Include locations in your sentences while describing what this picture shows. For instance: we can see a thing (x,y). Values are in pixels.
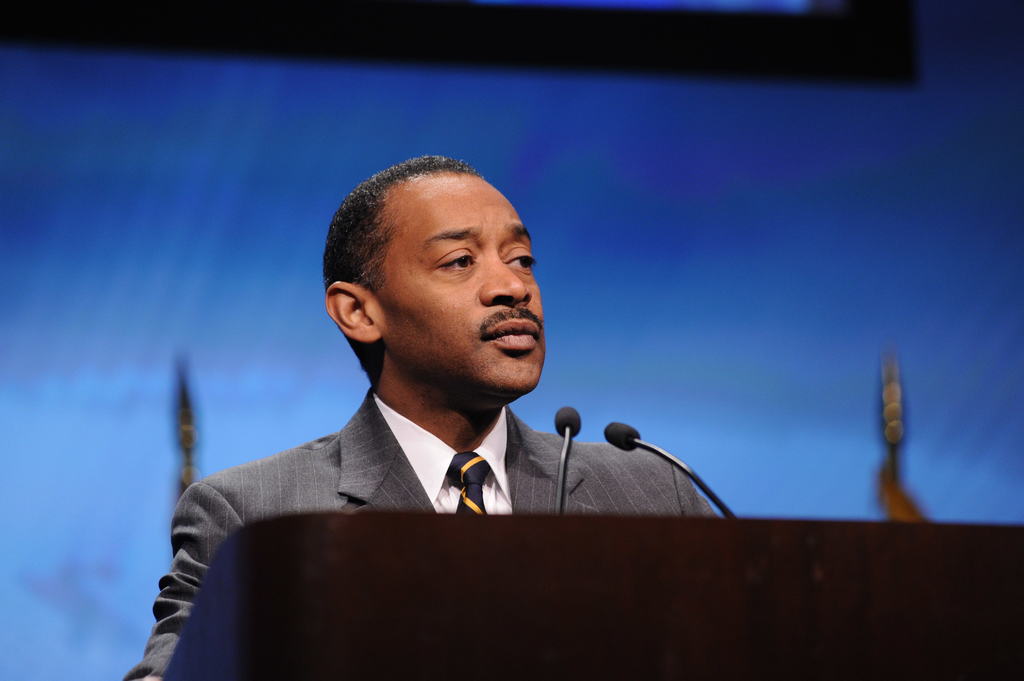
In this picture there is a man (480,448), in front of him we can see microphones (559,483) on the podium (575,518). In the background of the image (599,225) it is blurry.
